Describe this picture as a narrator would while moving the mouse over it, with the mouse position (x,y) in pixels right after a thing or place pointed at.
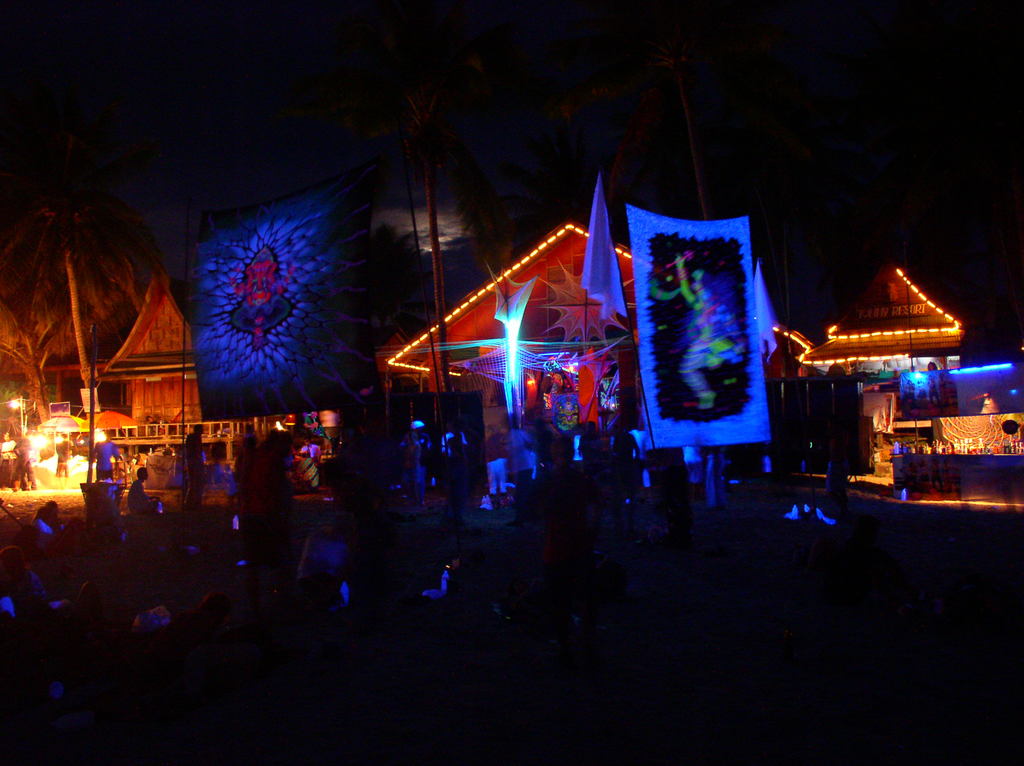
In this image in the background (133,410) there are some stores (170,384) and hoardings (693,306) and flags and poles (91,398). And also there are some people (97,623) who are standing, some of them are sitting and some of them are walking and also there are some lights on the right side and left side and in the background (55,225) there are some trees (802,107).
